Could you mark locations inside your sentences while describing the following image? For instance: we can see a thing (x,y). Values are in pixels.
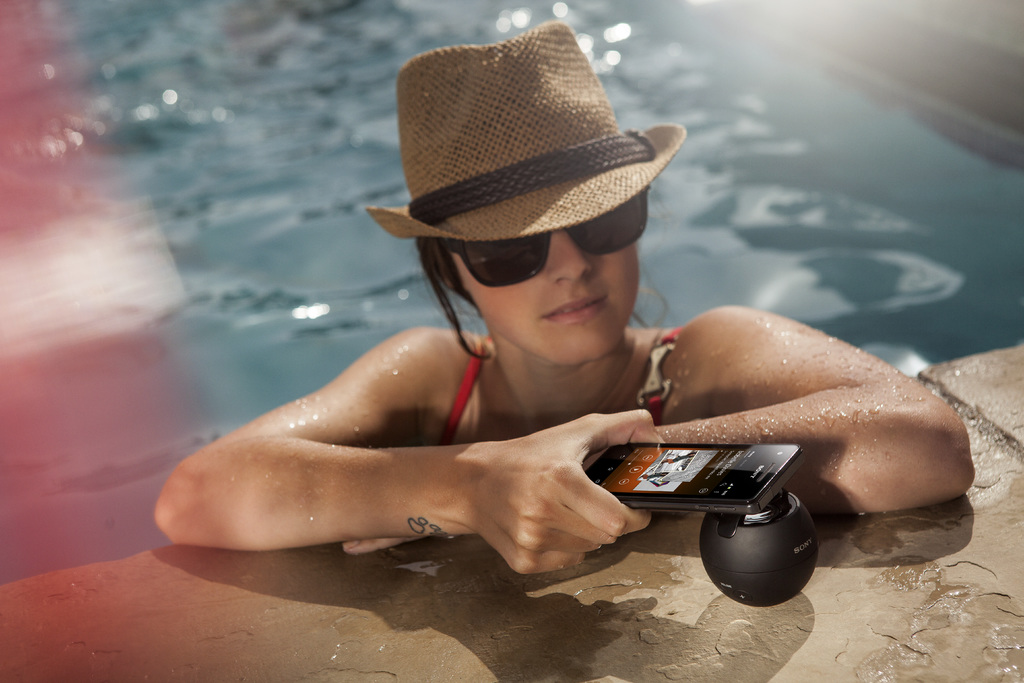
In this image, we can see a woman (620,420) is wearing goggles (532,254) and hat (510,218). She is holding a mobile (712,454). On her we can see water droplets (718,420). At the bottom (723,667), we can see a walkway (701,662). Here we can see black color device (758,550). Background (808,116) we can see water (200,262).
